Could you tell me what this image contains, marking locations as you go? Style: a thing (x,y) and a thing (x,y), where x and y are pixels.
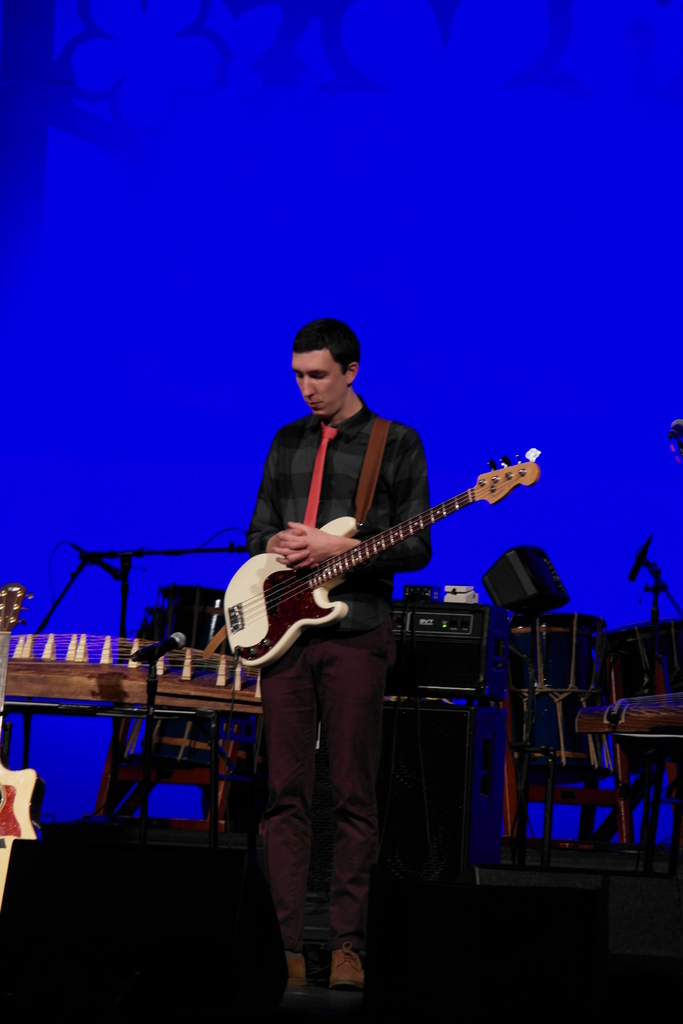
In this image, there is a person (393,425) standing and wearing clothes (296,782). This person (299,654) is holding a guitar (277,579) with his hands (315,547). There are some musical instruments (205,617) behind this person (252,526). There is a mic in the bottom left of the image (153,718). There is a blue background (271,168) behind this person (389,467).
